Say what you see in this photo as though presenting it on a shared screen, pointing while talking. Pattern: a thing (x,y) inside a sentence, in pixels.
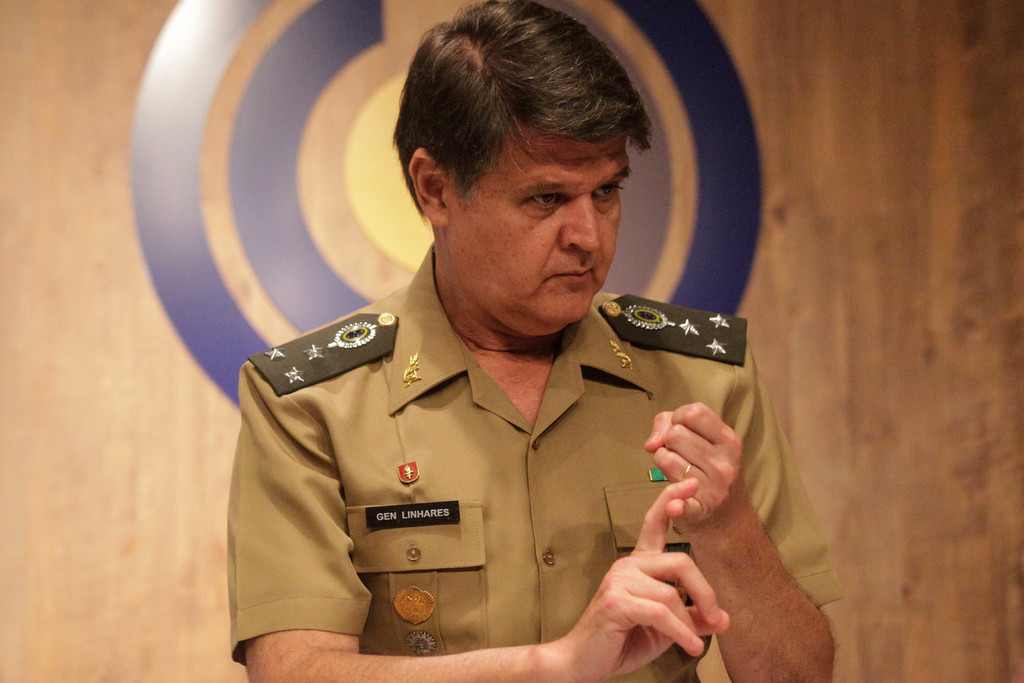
In this picture we can see a person (519,562) and in the background (8,228) we can see a wooden wall (832,616).
